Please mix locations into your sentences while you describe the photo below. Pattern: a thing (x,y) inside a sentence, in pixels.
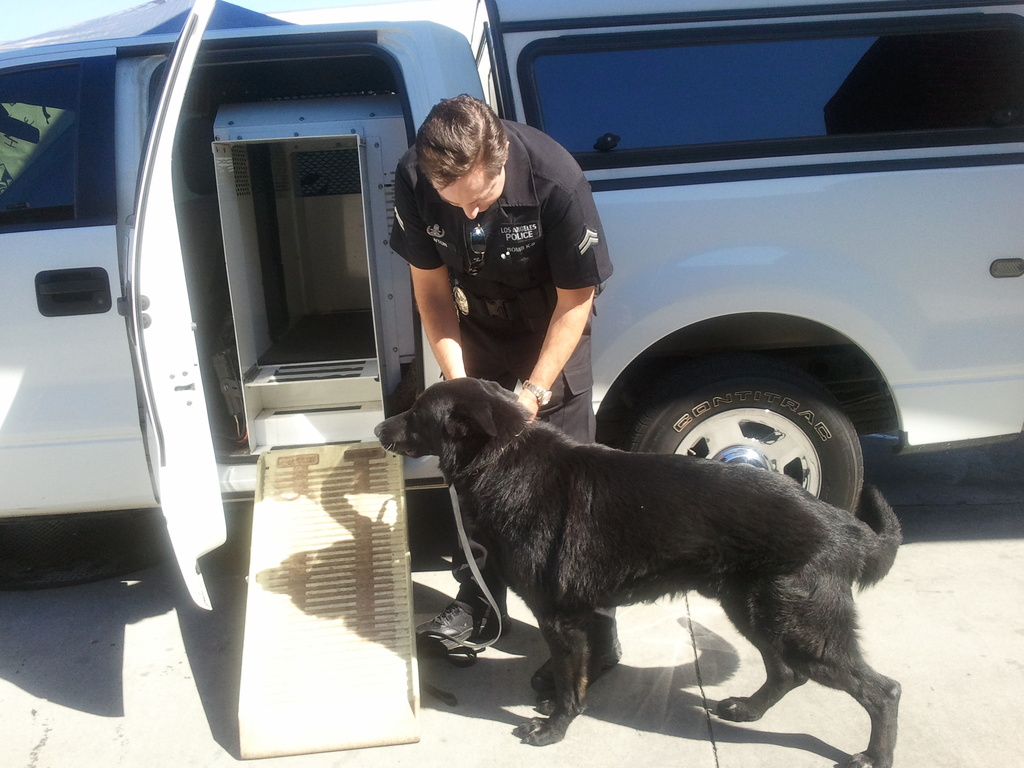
In this picture we can see the vehicle (251,251) in front (413,254) one person (403,238) is standing and holding the dog's belt (484,464).
